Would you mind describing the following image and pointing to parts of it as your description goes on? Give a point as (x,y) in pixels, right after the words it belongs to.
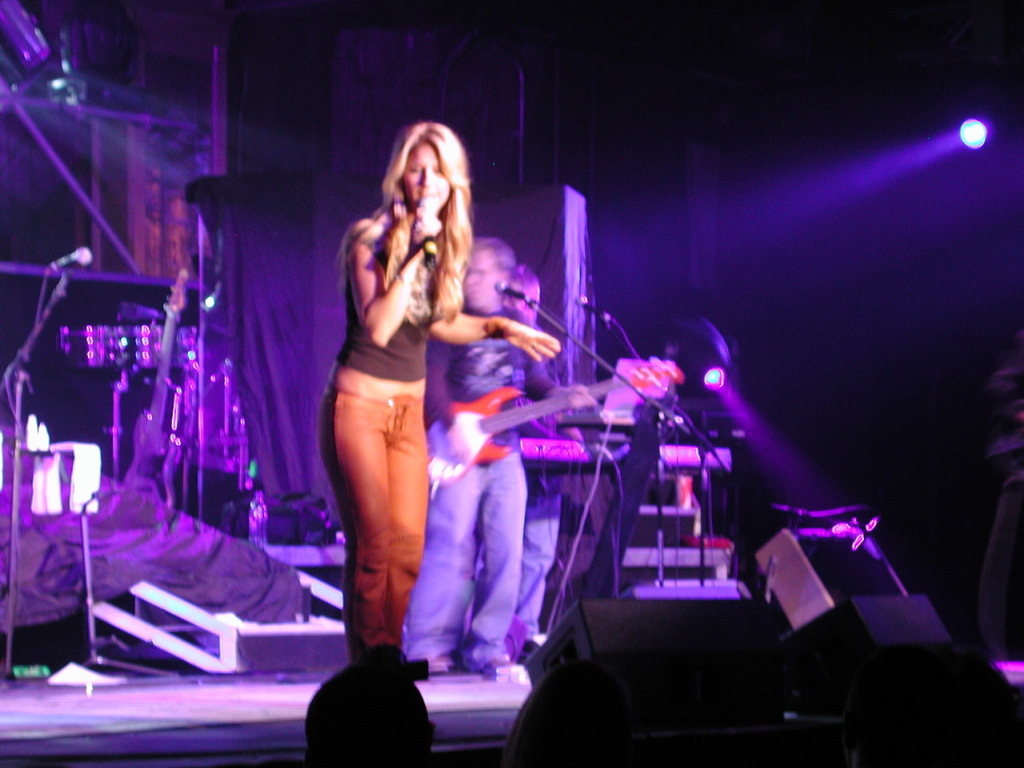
This image is looking like a music concert. In this image we can see some persons (472,354) with musical instruments (507,424) and there is a person (441,314) holding a mike (428,206) and singing. We can also see the focus lights (971,136) on the right (971,136).
